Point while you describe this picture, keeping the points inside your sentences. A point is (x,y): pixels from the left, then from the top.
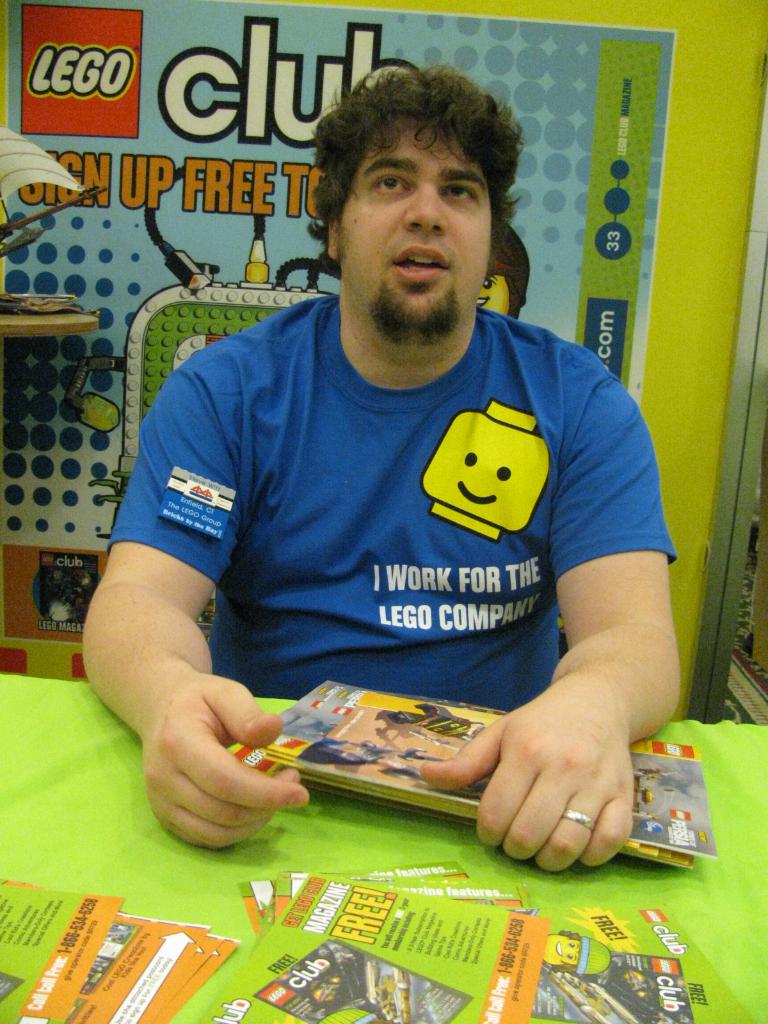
There is a man (337,604) sitting and holding books (308,775), in front of him we can see books (444,750) and posters (514,924) on the table (743,855), behind him we can see objects (26,293) on the table (33,321) and poster (475,45) on the green surface (705,255).
